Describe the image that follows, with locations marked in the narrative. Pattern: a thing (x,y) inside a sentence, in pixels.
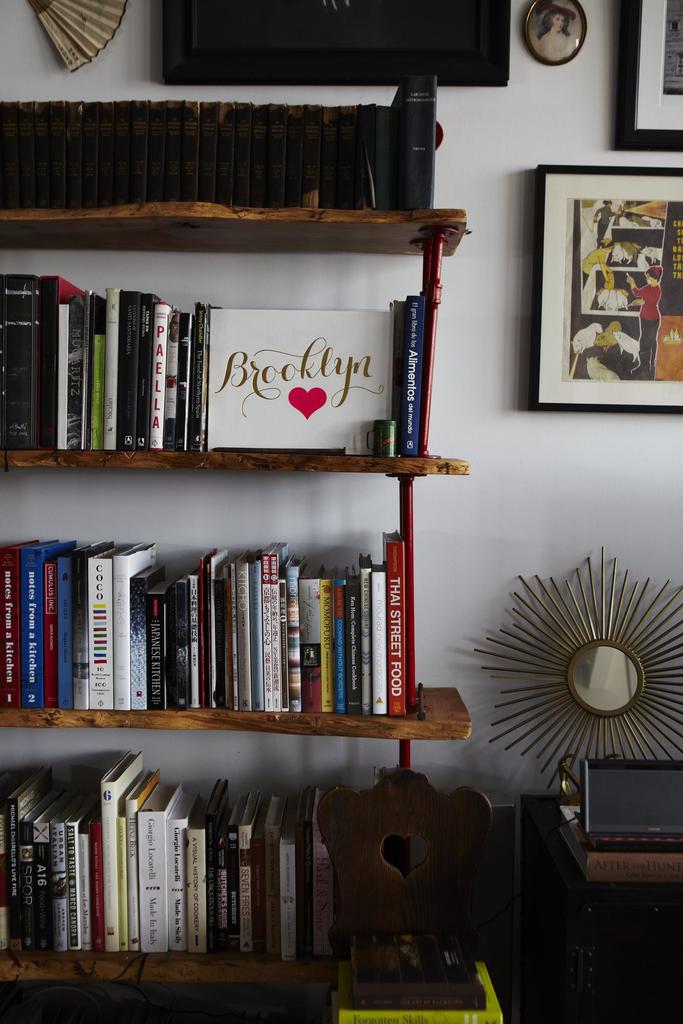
In this image, we can see a rack (463,471) and there are some books (196,896) kept in the rack (458,463), there is a wall (563,451) and there is a photo frame (537,403) on the wall (505,147).
